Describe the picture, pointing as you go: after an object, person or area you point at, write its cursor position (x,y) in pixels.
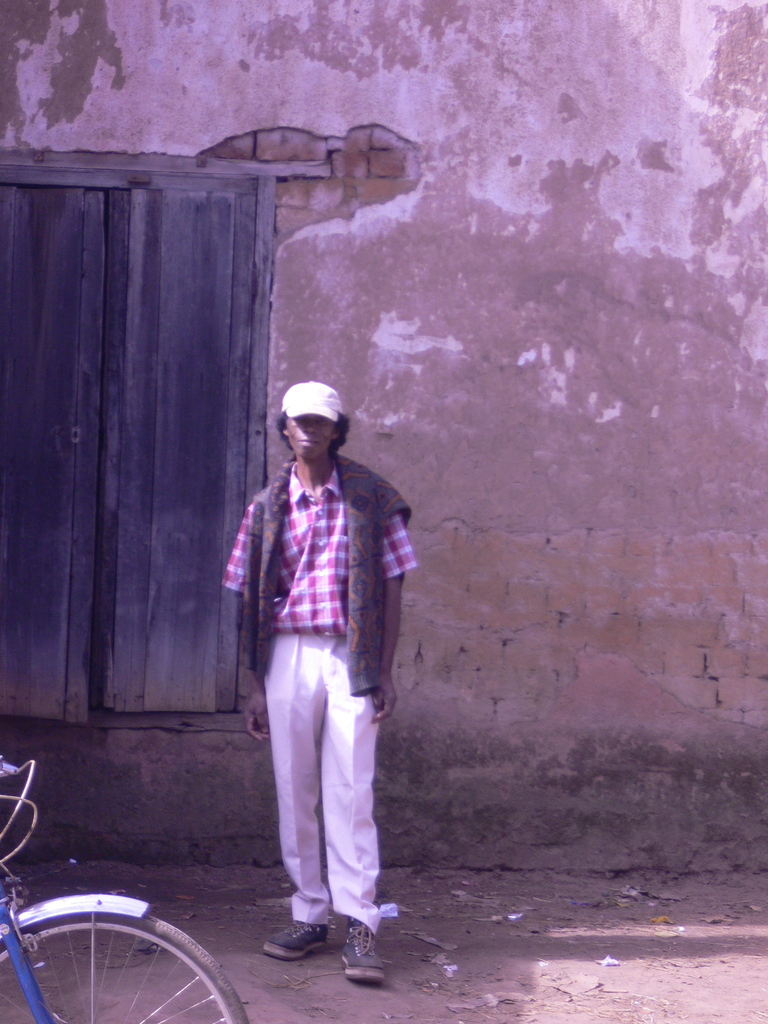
In this image we can see a person (311,634) standing on the ground (435,928). In the background (391,208) there is a door (246,236) and also a wall (627,393). On the left (200,962) there is a bicycle (179,928).
